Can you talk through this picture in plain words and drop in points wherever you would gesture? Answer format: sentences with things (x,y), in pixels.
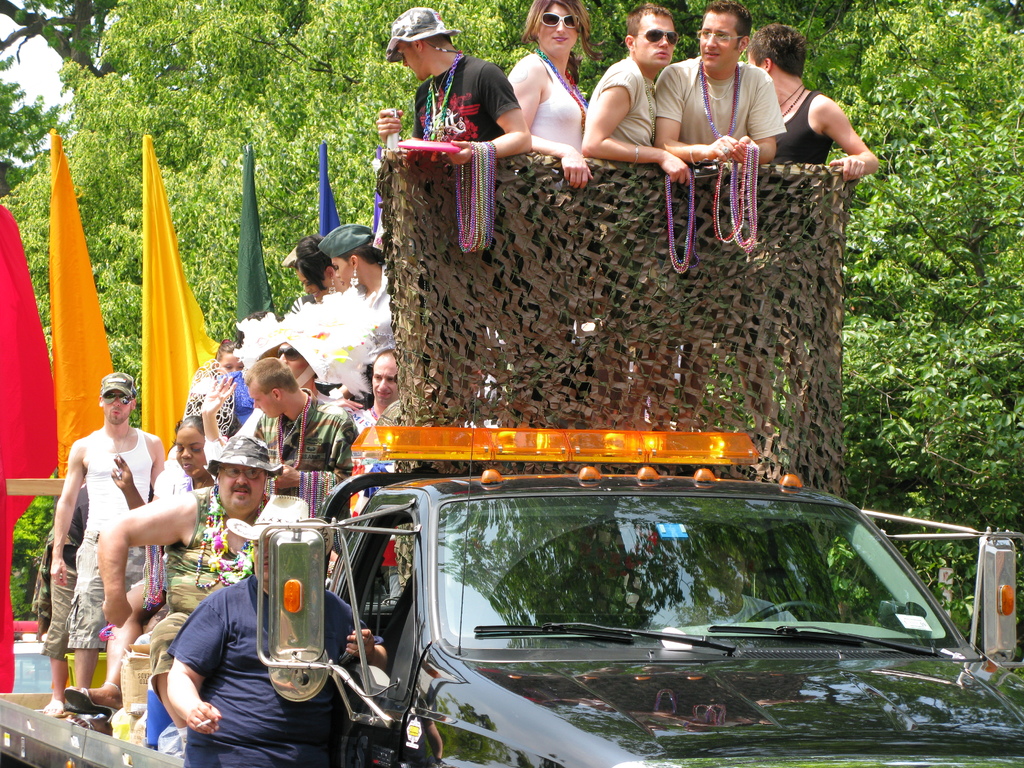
In this image I can see the group of people (673,161) standing on the vehicle (553,261). These people (319,415) are wearing the different color dresses (487,132) and few people (500,137) with the hats (334,372). In the back (11,265) I can see the colorful flags (165,298). I can also see trees (284,88) and the sky (57,60) in the back (27,137).
